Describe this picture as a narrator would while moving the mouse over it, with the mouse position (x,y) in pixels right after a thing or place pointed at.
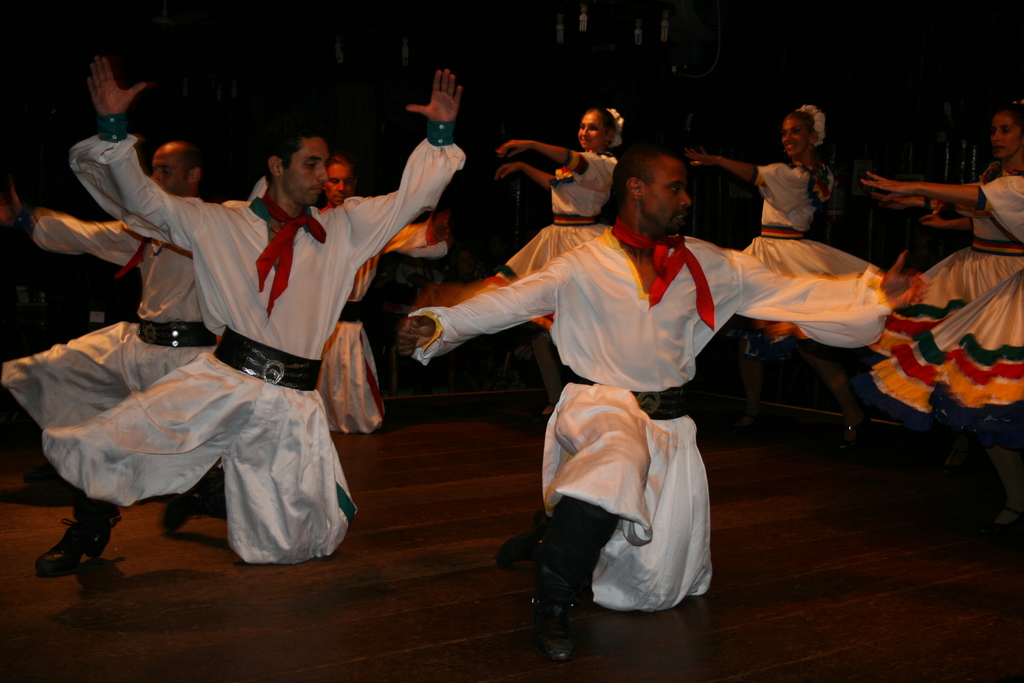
In this picture I can see there are a group of people (666,206) dancing here and they are wearing white dresses (806,265).
